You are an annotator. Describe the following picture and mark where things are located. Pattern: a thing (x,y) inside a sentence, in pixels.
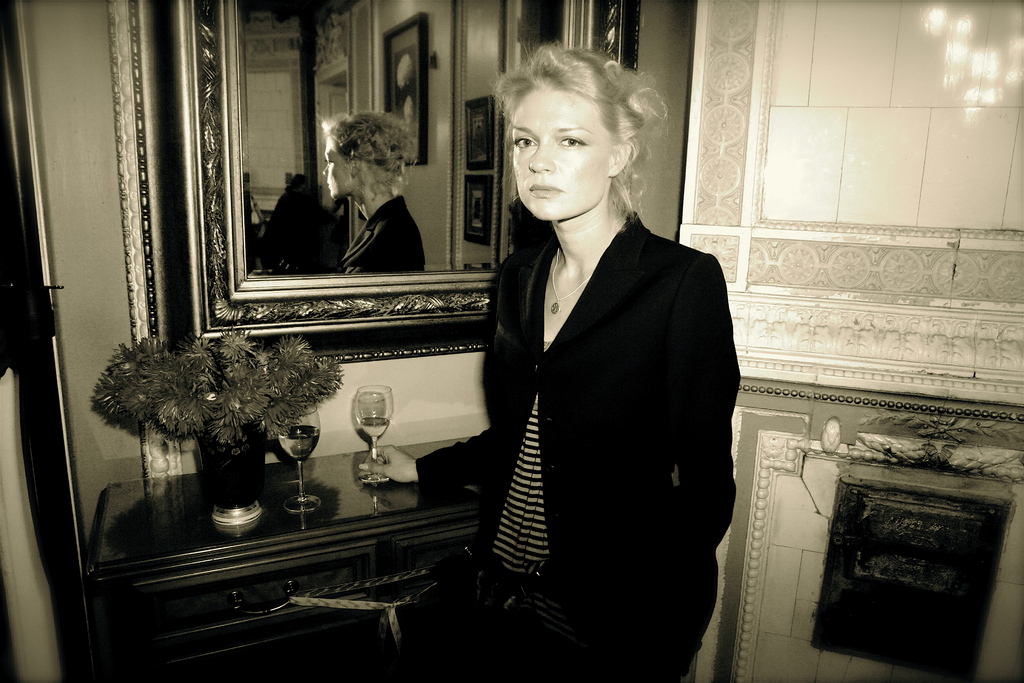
In the middle of the image (538,337) we can see a woman (618,378), she is holding a glass (376,435), beside to her we can find a mirror (329,207), flower vase (276,351) and glasses (302,467) on the table (271,483), and also we can see few frames (412,45) on the wall (448,186) in the mirror reflection (404,165).
